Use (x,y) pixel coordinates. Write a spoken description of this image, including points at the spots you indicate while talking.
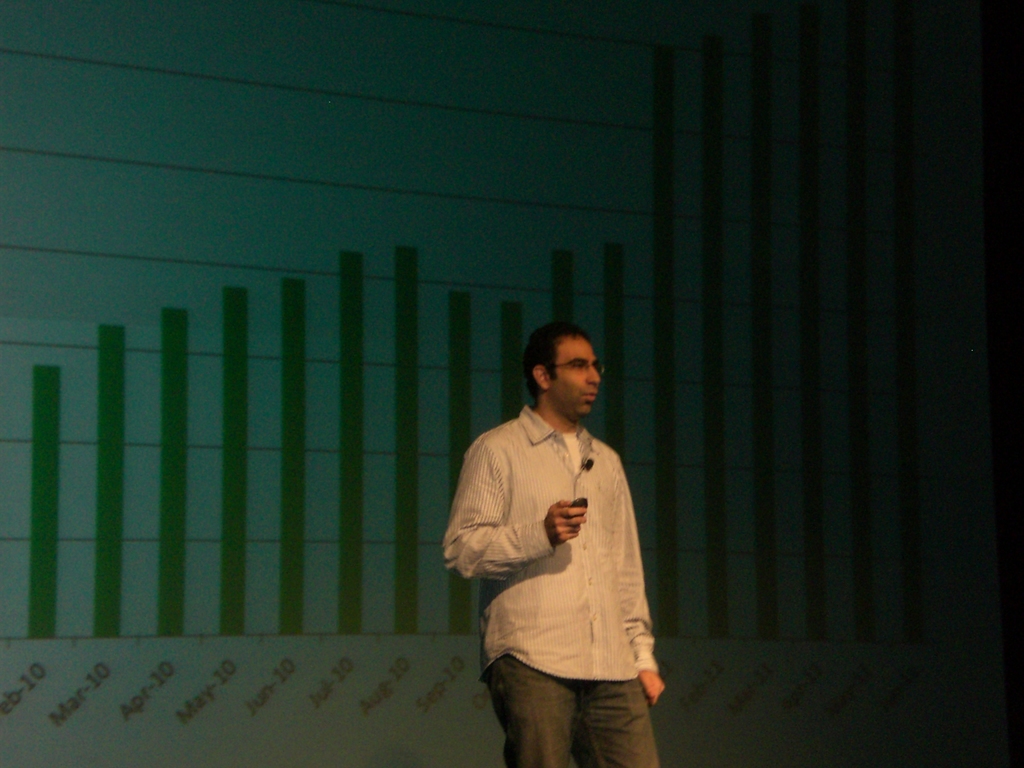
In this image there is a person (561,473) standing and holding an object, and at the background (123,756) there is screen (109,396).
